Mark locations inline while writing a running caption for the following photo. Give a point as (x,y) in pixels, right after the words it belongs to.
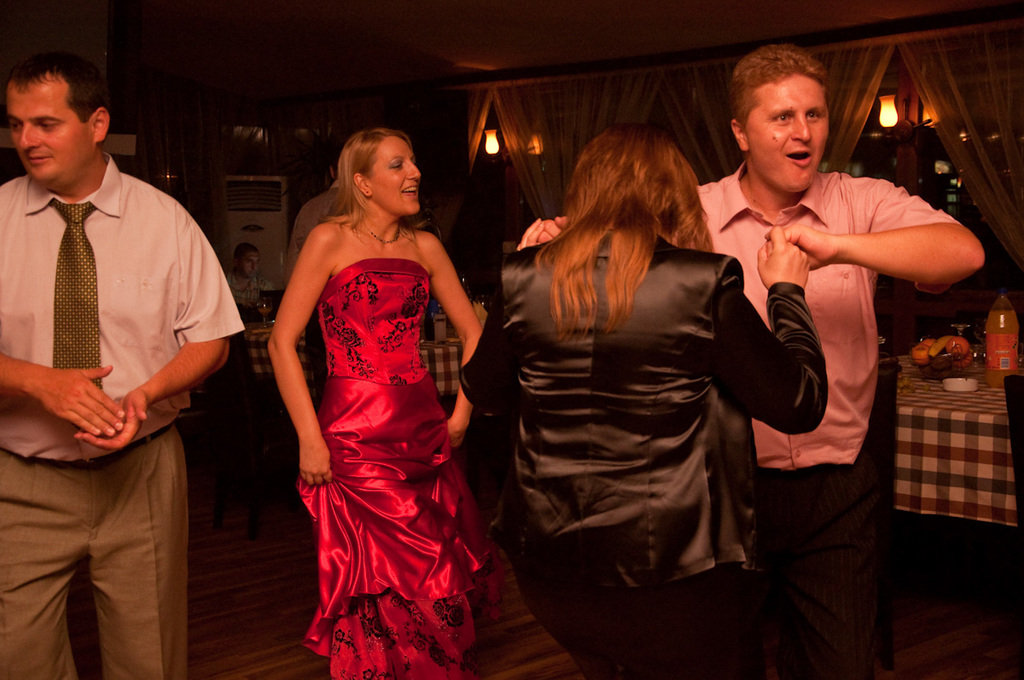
In this image there are few people (637,371) dancing on the floor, behind them there are tables (958,406) and chairs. On the table (943,398) there are food items (907,385), bottles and a few other objects (937,372) placed on it and a person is sitting on the chair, beside him there are few objects (259,236). In the background (619,74) there are curtains (677,87) and lamps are hanging on the wall (246,143).
